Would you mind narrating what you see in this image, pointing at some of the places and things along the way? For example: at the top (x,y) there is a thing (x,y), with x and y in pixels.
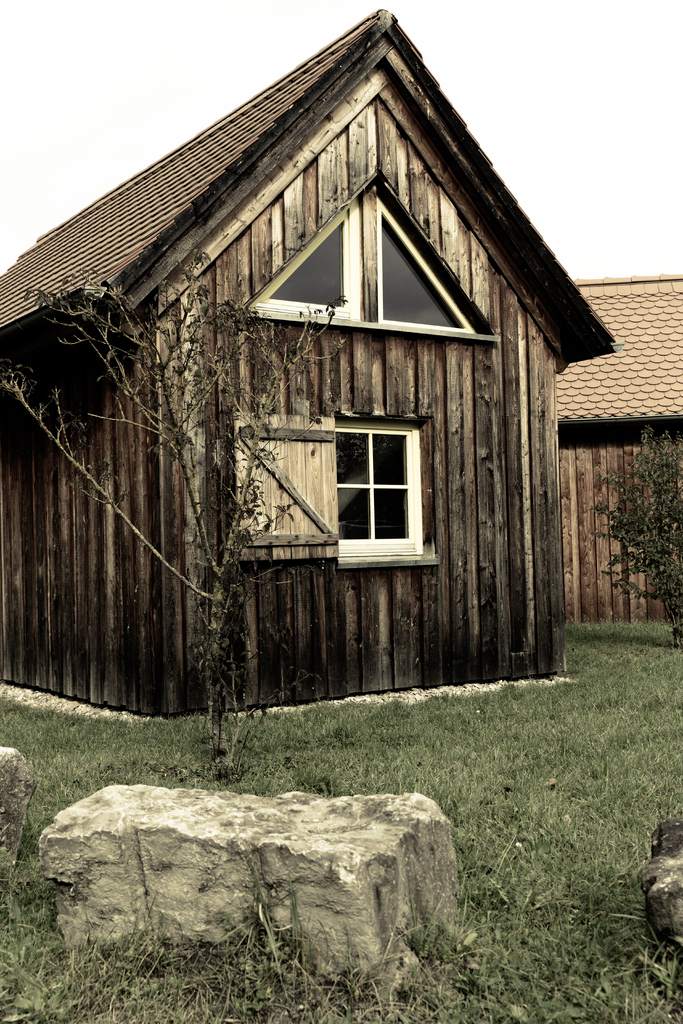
In this image we can see two wooden houses (468,381) with glass window (379,462). In front of the houses (442,237), land (562,817) full of grass (562,817) is there and plants (669,574) are present.
